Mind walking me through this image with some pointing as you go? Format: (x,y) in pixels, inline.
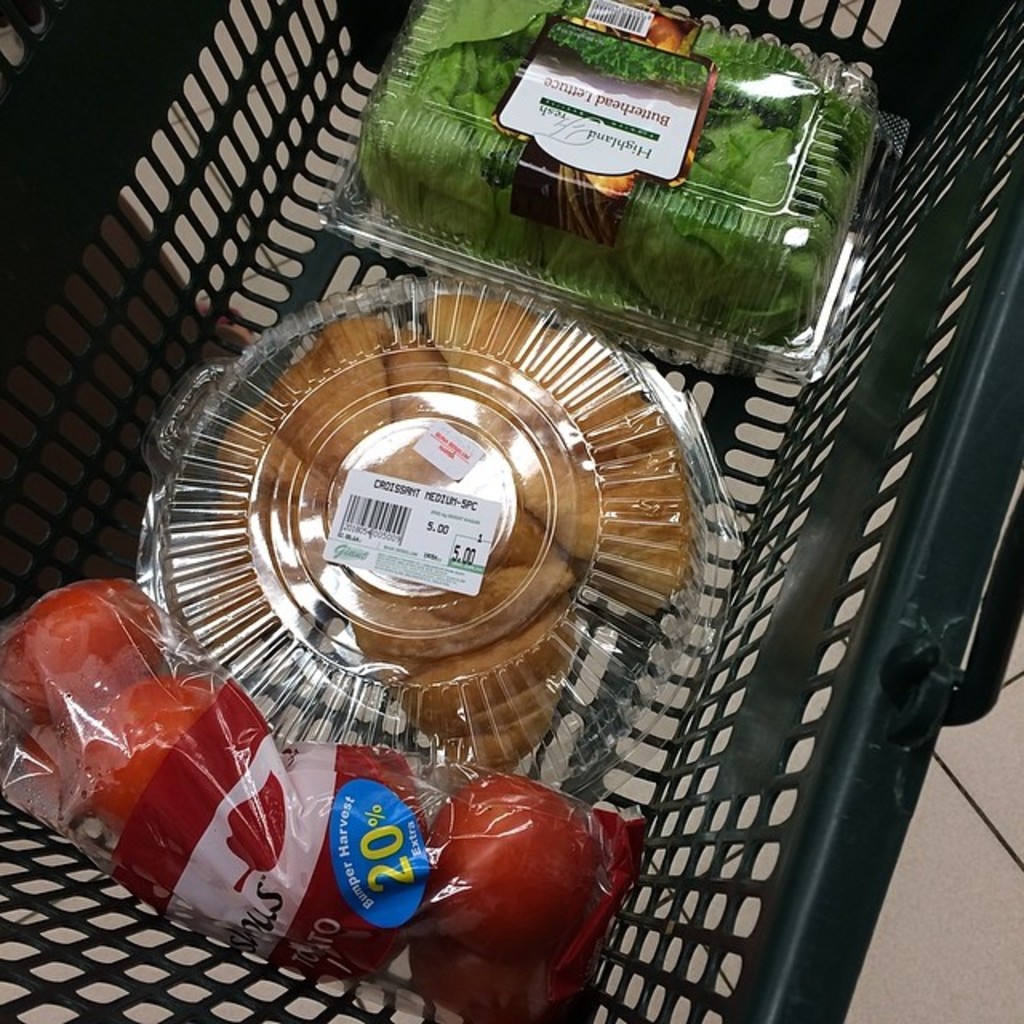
In the picture we can see a basket (654,869) in it, we can see two plastic boxes (318,614) with some food items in it and beside it, we can see some tomatoes (196,695) are covered with polythene cover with a label (346,763) for it.
